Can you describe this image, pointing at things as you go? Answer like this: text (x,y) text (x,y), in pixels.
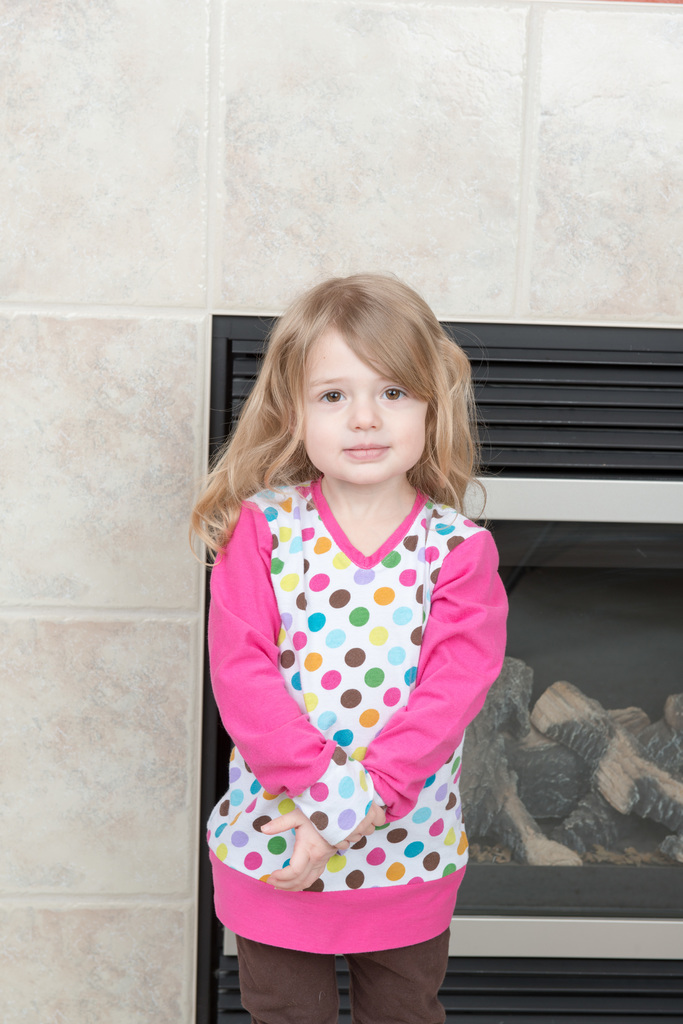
As we can see in the image there are white color tiles (191,218), a fireplace (638,444), a girl (399,496) wearing pink color dress (302,688) and standing in the front (381,746).
